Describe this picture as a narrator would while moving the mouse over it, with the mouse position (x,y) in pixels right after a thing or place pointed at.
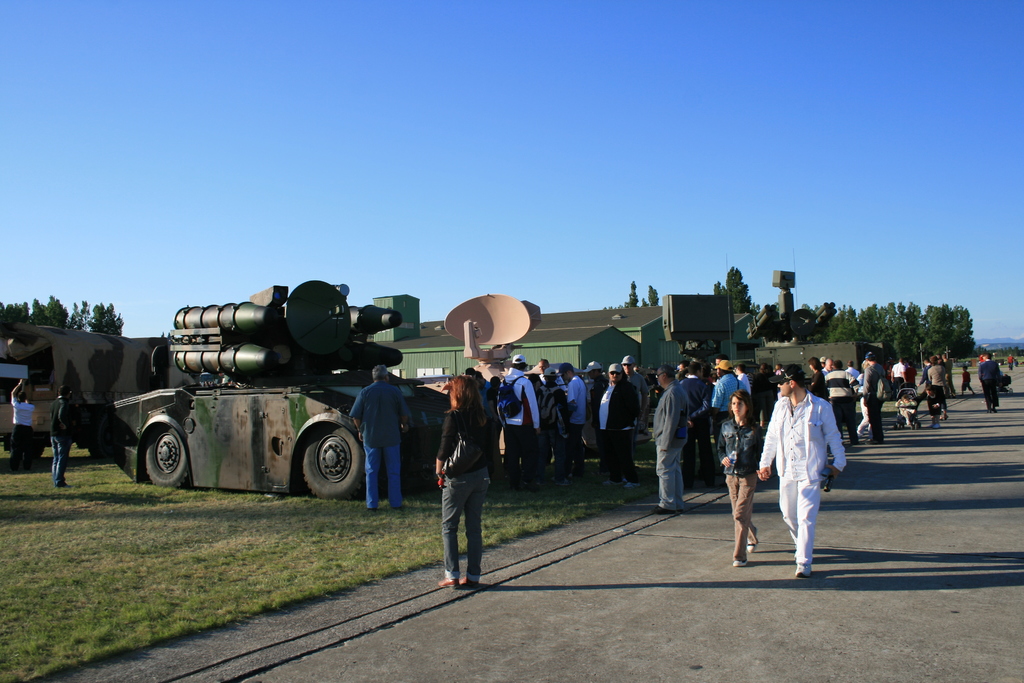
In this image we can see people (692,423). On the left (331,444) there are vehicles (690,351) and sheds (555,333). In the background (918,280) there are trees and sky (806,177). At the bottom (379,657) there is a road (745,610).
